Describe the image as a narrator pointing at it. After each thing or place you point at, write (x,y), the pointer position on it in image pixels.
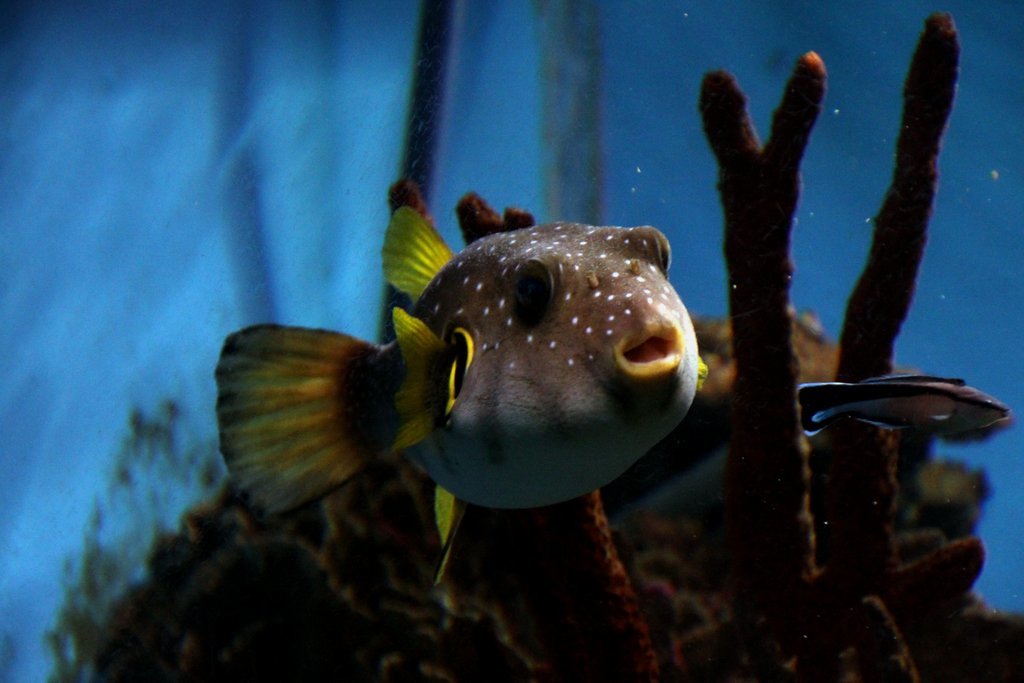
In the image we can see there are fishes (542,368) swimming in the water (109,244).
